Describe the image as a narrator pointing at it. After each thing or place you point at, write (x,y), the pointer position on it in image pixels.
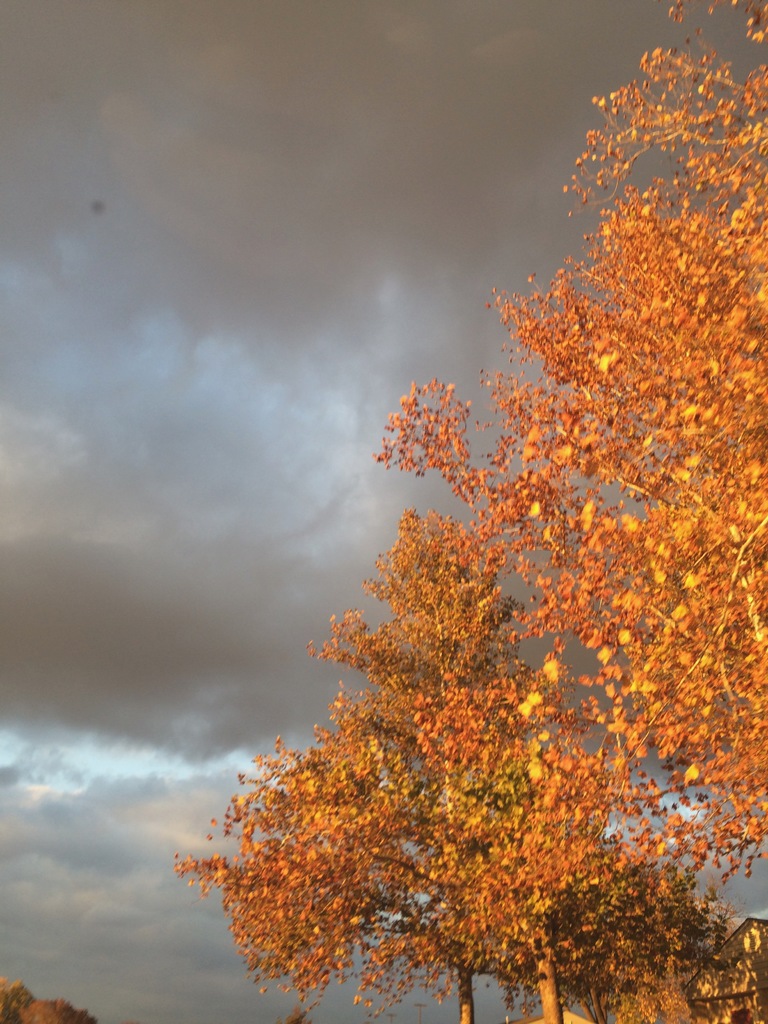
There are trees (498,697) and the leaves (634,626) are orange in color and the sky (223,491) is cloudy.
